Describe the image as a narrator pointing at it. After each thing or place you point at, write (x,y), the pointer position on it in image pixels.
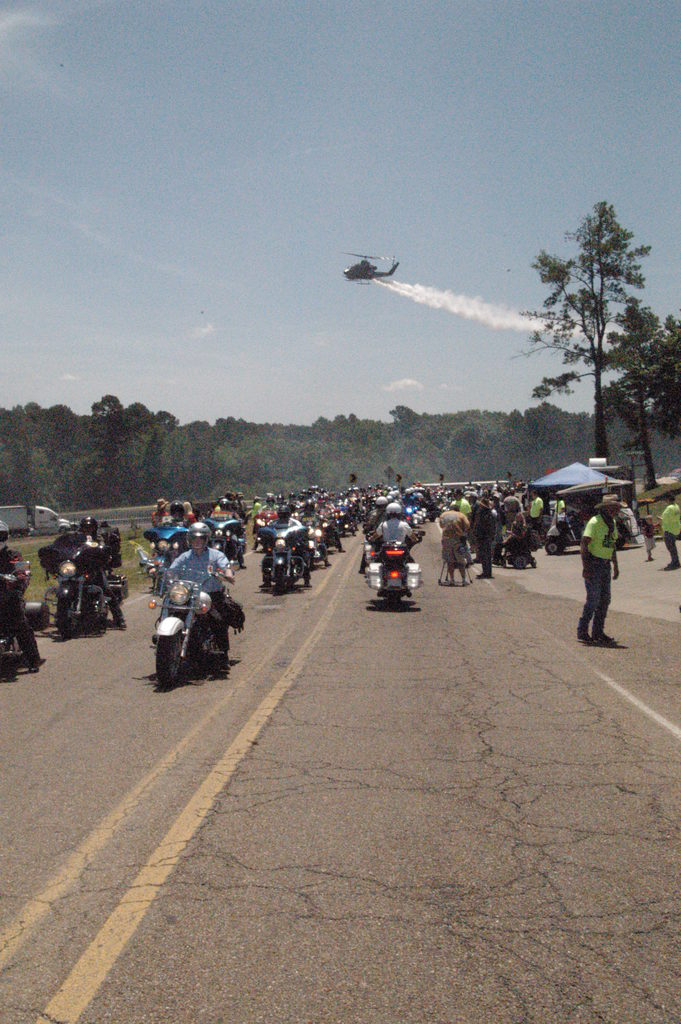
In this image there are vehicles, trees (548,383) and people (594,542) in the right corner (601,428). There are people (9,552) on vehicles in the foreground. There are trees (565,443) in the background (527,467). There is a helicopter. There is a road (136,749) at the bottom (80,785). And there is a sky (139,31) at the top (416,168).
